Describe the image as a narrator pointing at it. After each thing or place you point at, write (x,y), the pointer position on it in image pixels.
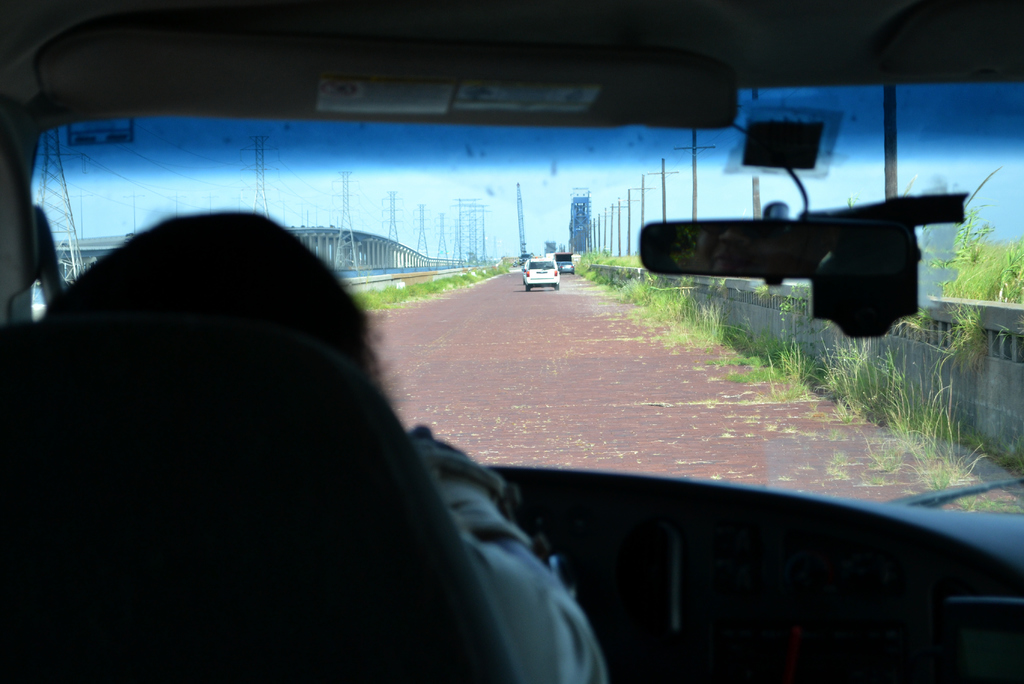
This picture is taken from inside of the car (851,649). In this image, on the left side (299,266), we can see a person (306,277) sitting in the car (275,586), outside of the glass door (537,321), we can see few vehicles (542,277) which are moving on the road (653,390). On the right side (928,389), we can see a wall (1021,383), plants (701,338). On the left side (337,253), we can see a bridge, pole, plants (373,292). At the top (562,197), we can see a sky (621,182).
